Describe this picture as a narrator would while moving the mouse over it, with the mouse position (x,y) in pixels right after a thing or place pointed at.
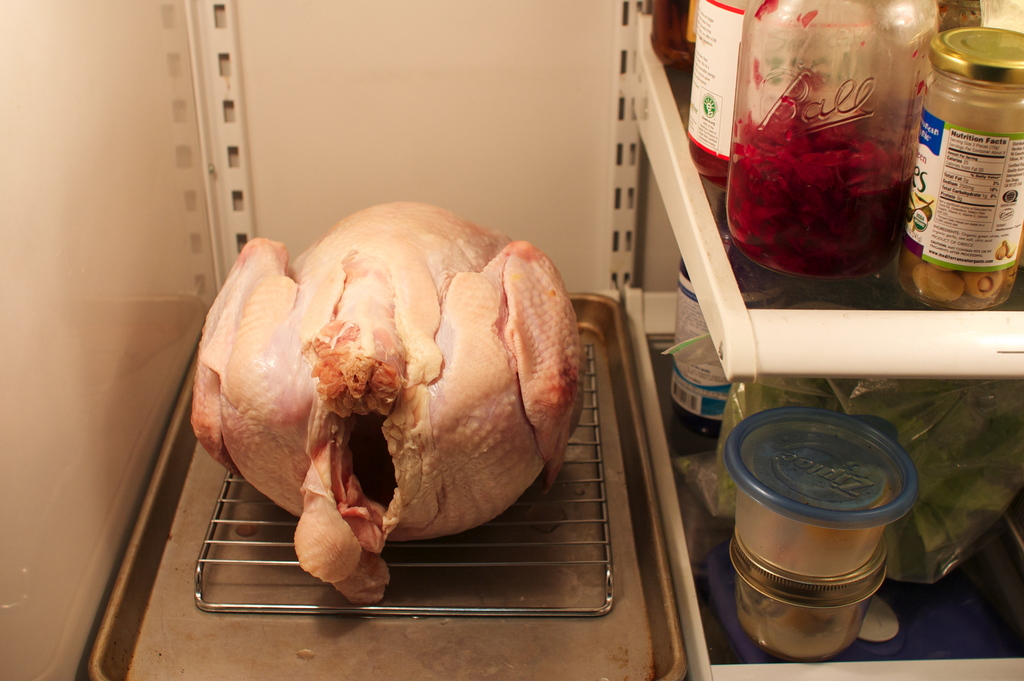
In the middle of the image (619,415) there is meat (342,511) on a tray (491,529). Bottom right side of the image (821,574) there are some racks (801,318), on the racks (799,339) there are some jars (954,39) and bottles (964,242). Top left side of the image (266,15) there is wall (392,42).
